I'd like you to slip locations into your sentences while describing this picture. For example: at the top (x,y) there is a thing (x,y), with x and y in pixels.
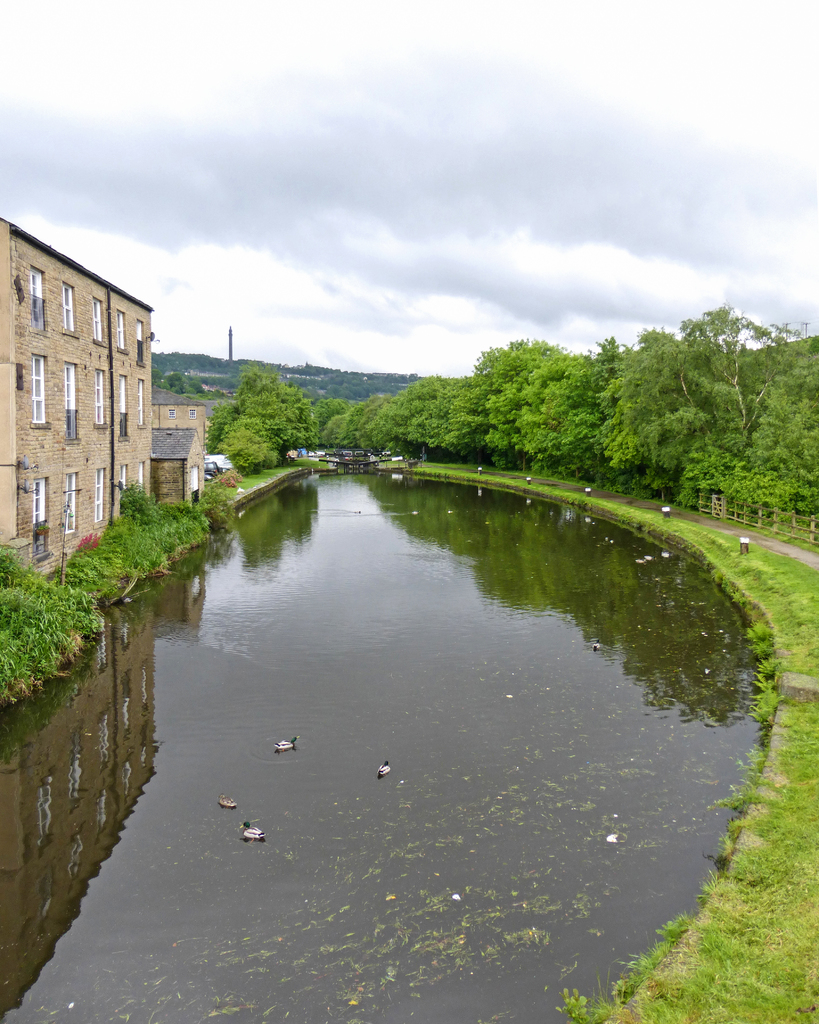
In front of the image there is a lake (269,585), on the left side of the lake (266,574) there are bushes (237,392) and buildings (152,414). On the right side of the lake (726,606) there are trees (680,463), metal rods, wooden fence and the grass (732,895). In the background of the image (224,359) there are mountains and a tower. At the top of the image (312,241) there are clouds (305,180) in the sky (346,288).
